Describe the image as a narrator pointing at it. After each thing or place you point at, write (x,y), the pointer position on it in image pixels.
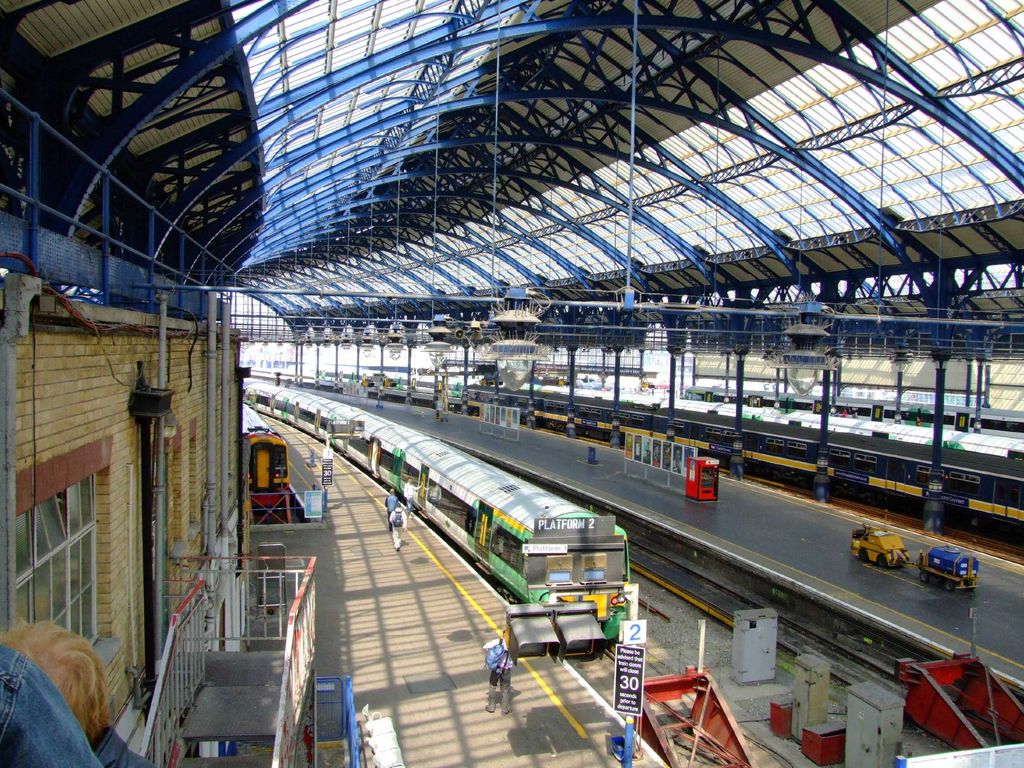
In this image at the bottom (601,681) there are people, train (574,596), railway tracks (651,666), vehicles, platforms (646,496), signboards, staircase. In the middle (423,278) there are windows (91,515), people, building (114,471) and roof (589,241).
